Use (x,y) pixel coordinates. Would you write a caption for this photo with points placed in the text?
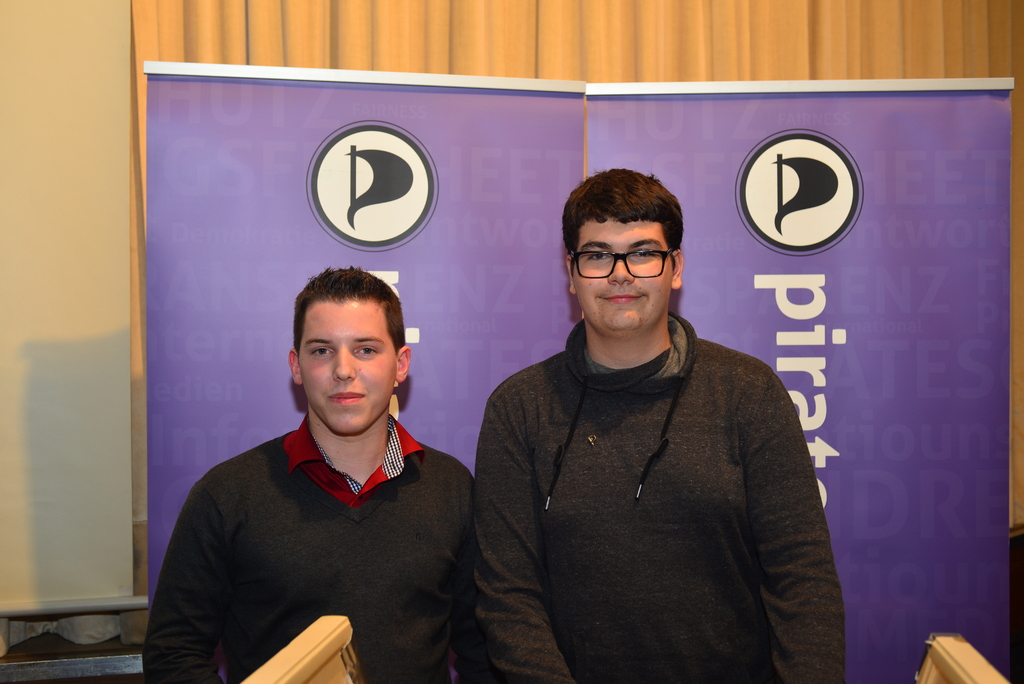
In the image we can see two boys (520,568) wearing clothes (504,557) and they are smiling. The right side boy (610,474) is wearing spectacles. Behind them there are posters (404,207), wall (39,242) and curtains (236,40).
